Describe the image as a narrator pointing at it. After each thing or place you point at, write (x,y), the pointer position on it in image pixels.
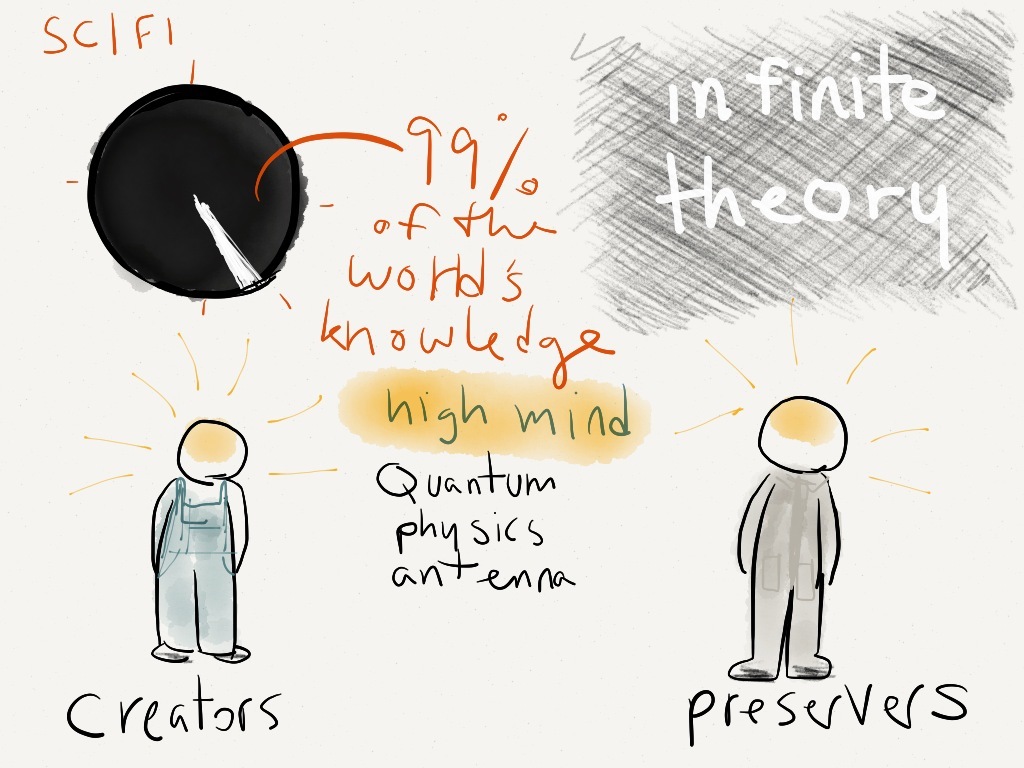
In this picture we can see a painting (758,182) with some science knowledge on left side (225,427) we can see a person (160,599) naming creator and right side (810,656) naming preserver.
